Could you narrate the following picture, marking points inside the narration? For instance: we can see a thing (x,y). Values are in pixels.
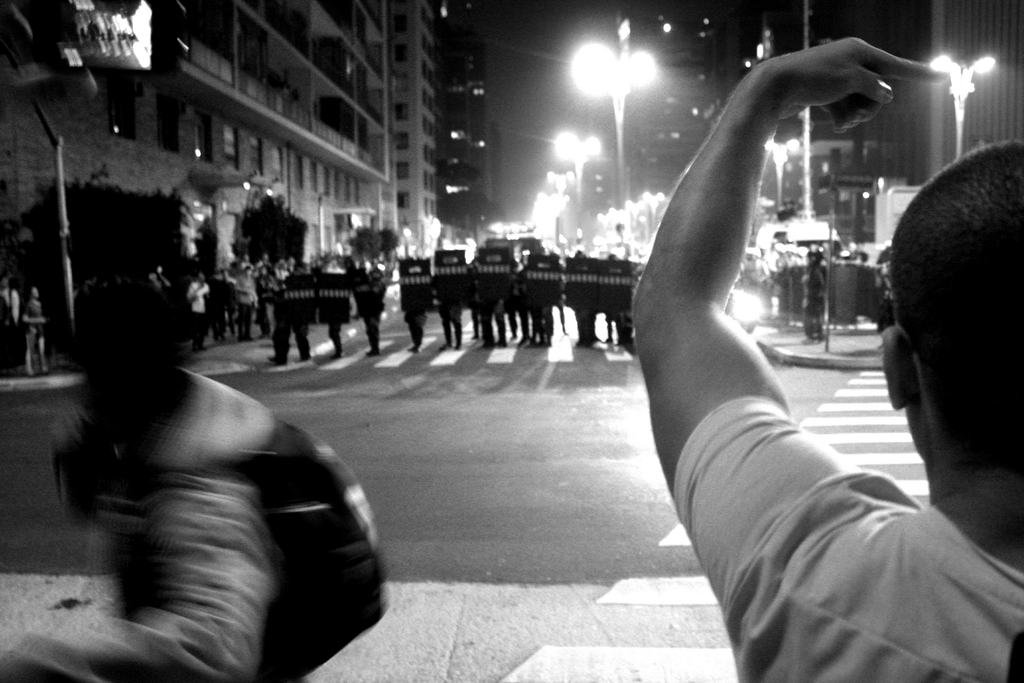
In this picture I can see a number of people (462,306) on the road (465,321) holding metal objects (451,253). I can see light poles (613,59). I can see a few people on the walkway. I can see the buildings (483,217).
